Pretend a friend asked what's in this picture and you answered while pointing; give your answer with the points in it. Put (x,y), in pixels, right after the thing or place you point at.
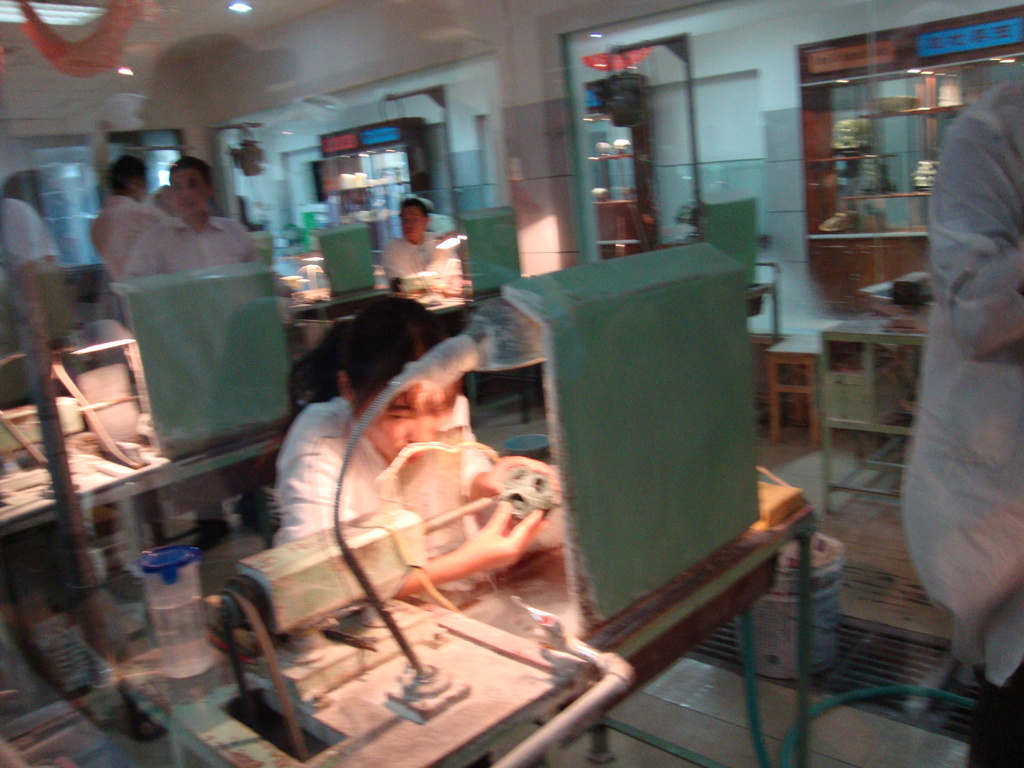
In this image I can see a woman (364,487) wearing white colored dress (364,498) is sitting in front of a desk (398,685) and on the desk (485,683) I can see a bottle (183,650), a light (398,709) and few other objects (582,604). I can see a bucket (795,620) on the floor (867,651) and few other persons (211,215) standing, few windows (52,163), few cabinets (623,191), the ceiling (29,51) and few lights (65,21) to the ceiling (133,79).
